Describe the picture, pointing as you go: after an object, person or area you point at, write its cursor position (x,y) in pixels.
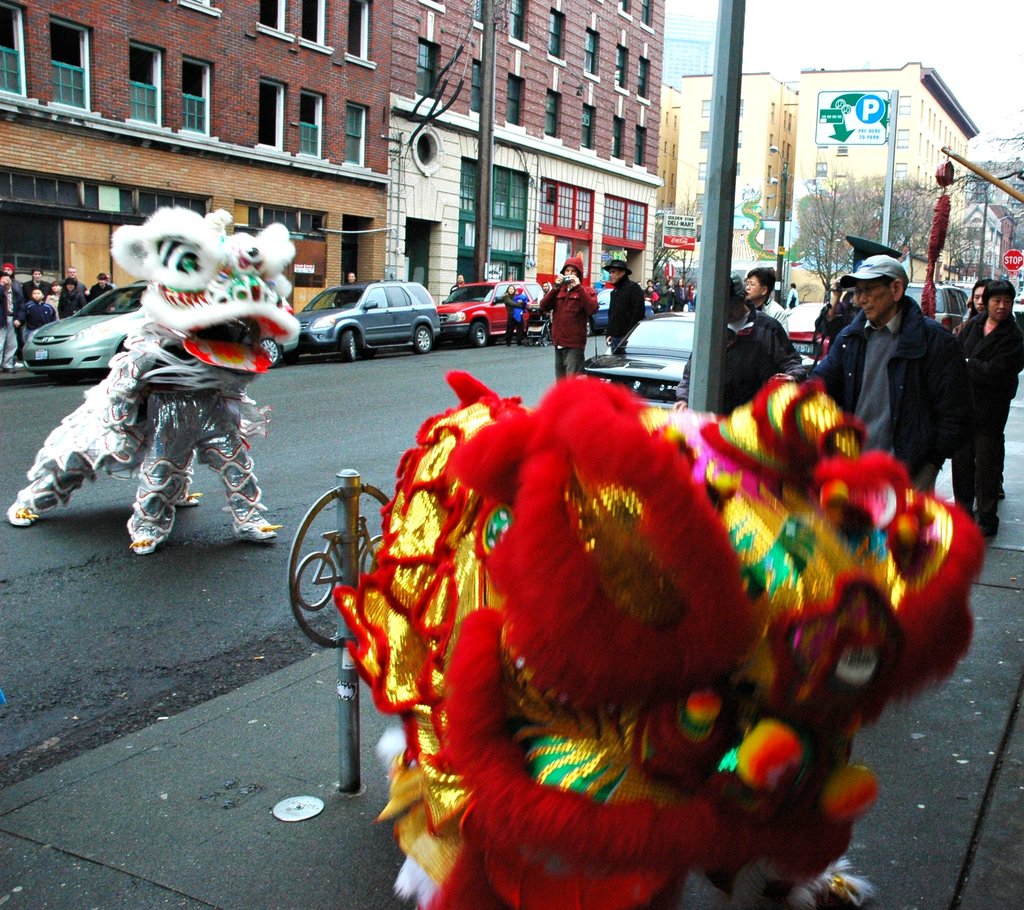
As we can see in the image there are houses (620,69), trees (849,199), traffic signals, few people (11,277) here and there, cars (801,349), sign board (866,135) and sky (849,19).
